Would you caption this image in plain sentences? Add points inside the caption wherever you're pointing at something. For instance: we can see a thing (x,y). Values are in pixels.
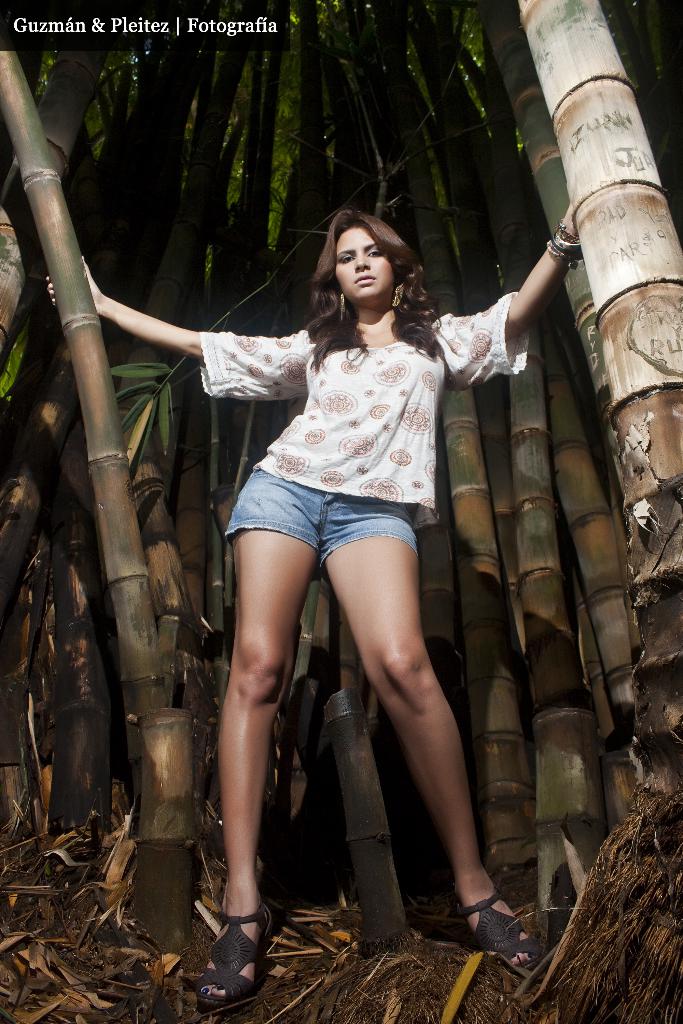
In this image we can see a lady person (340,361) wearing white color T-shirt (298,388), blue color shorts (327,542) standing near the bamboo trees (635,542) and in the background of the image (301,204) there are some bamboo trees (263,198).
